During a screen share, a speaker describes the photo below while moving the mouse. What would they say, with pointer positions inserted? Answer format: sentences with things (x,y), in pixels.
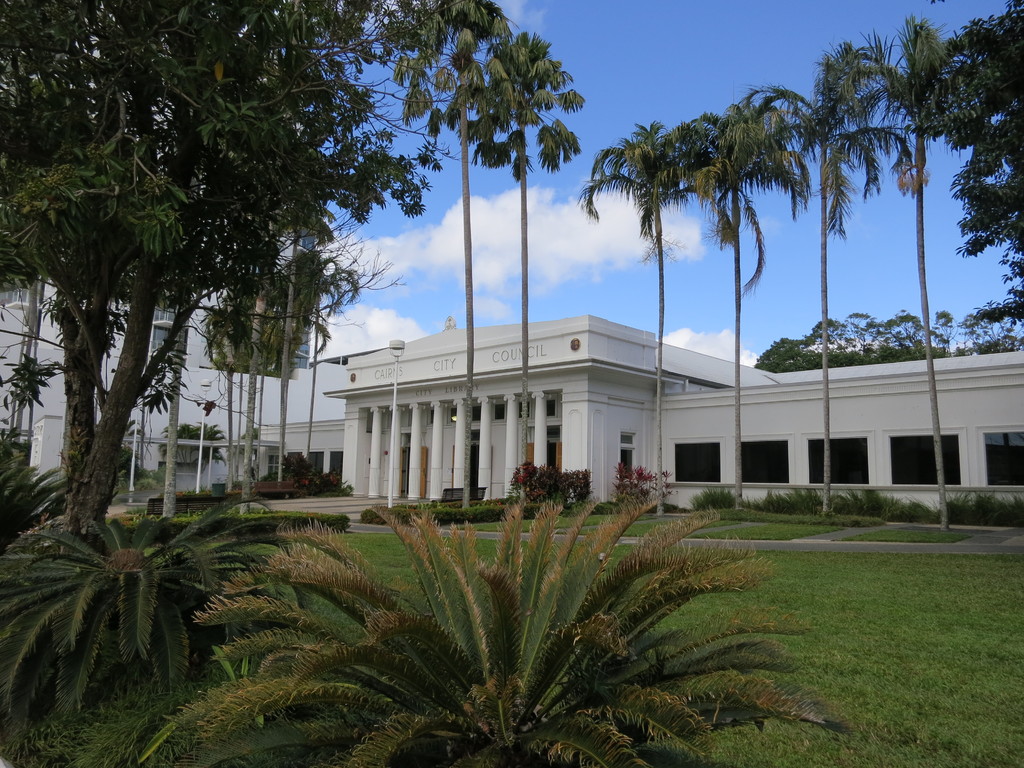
In this image I can see buildings (502,373), grass (790,560), plants (439,507), trees (16,205), bench (452,494) and cloudy sky (572,235).
